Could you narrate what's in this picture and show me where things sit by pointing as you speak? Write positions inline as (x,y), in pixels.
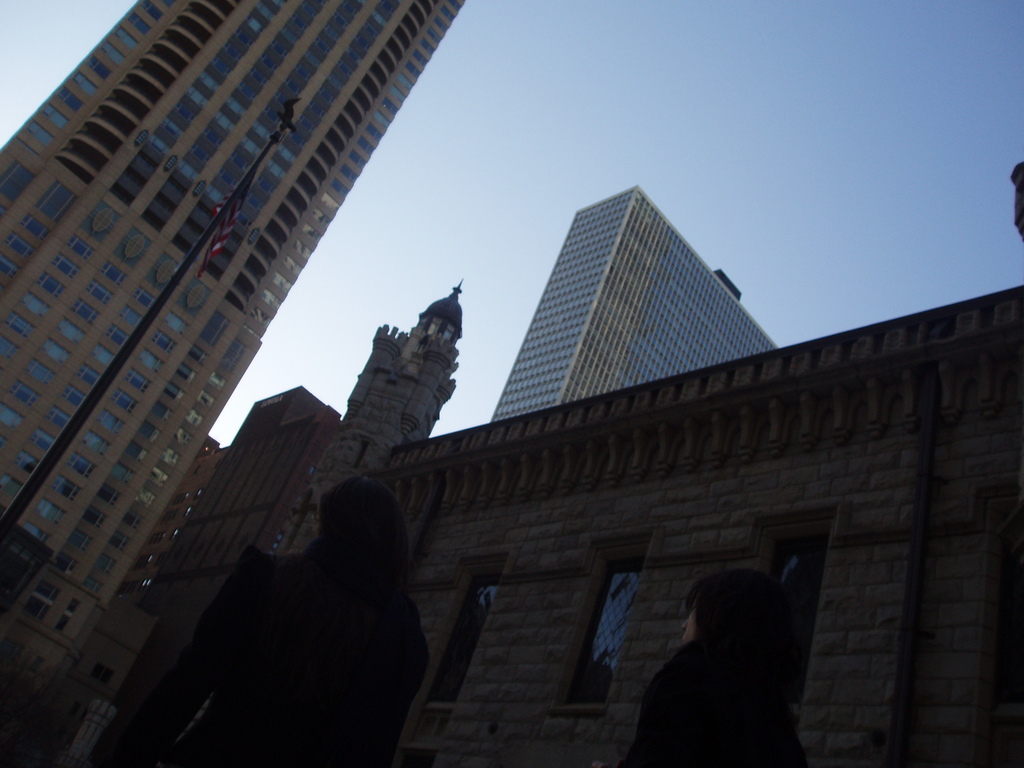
In this picture there are buildings (821,388) in the center of the image (422,389) and there is a skyscraper (201,211) on the left side of the image (93,112).
